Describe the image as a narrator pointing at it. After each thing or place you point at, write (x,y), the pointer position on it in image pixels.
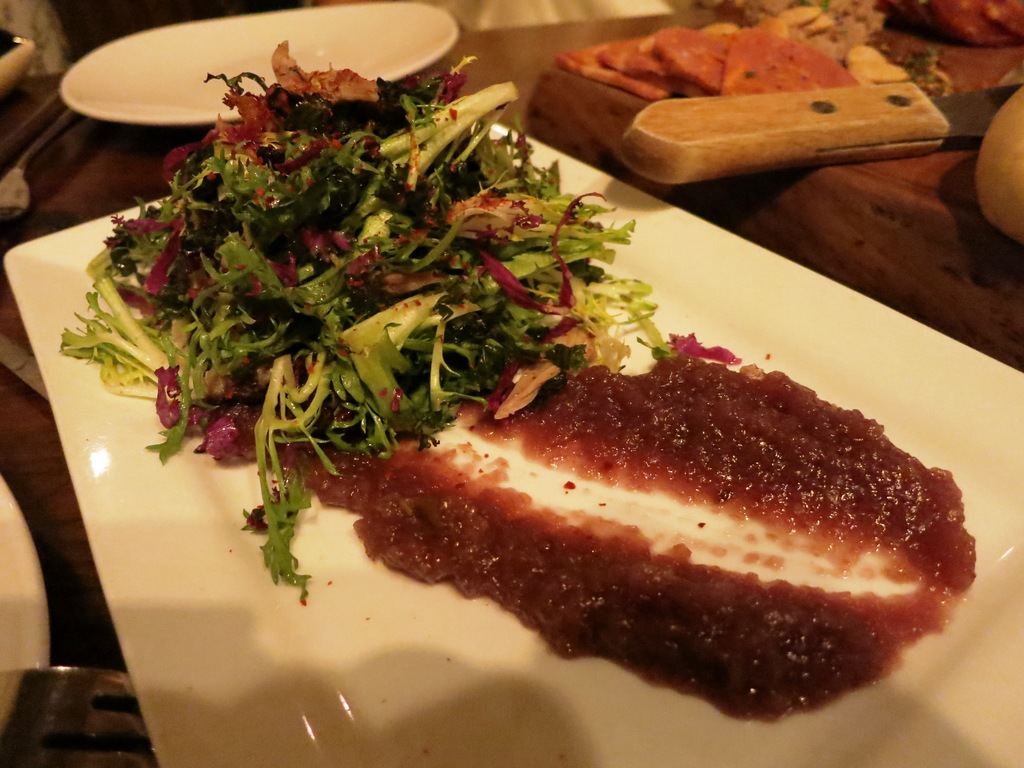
In this picture I can see food (614,567) in the tray (363,681) and I can see couple of plates (181,75) and a knife (781,159) and food (842,35) on a board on the table (3,106).
